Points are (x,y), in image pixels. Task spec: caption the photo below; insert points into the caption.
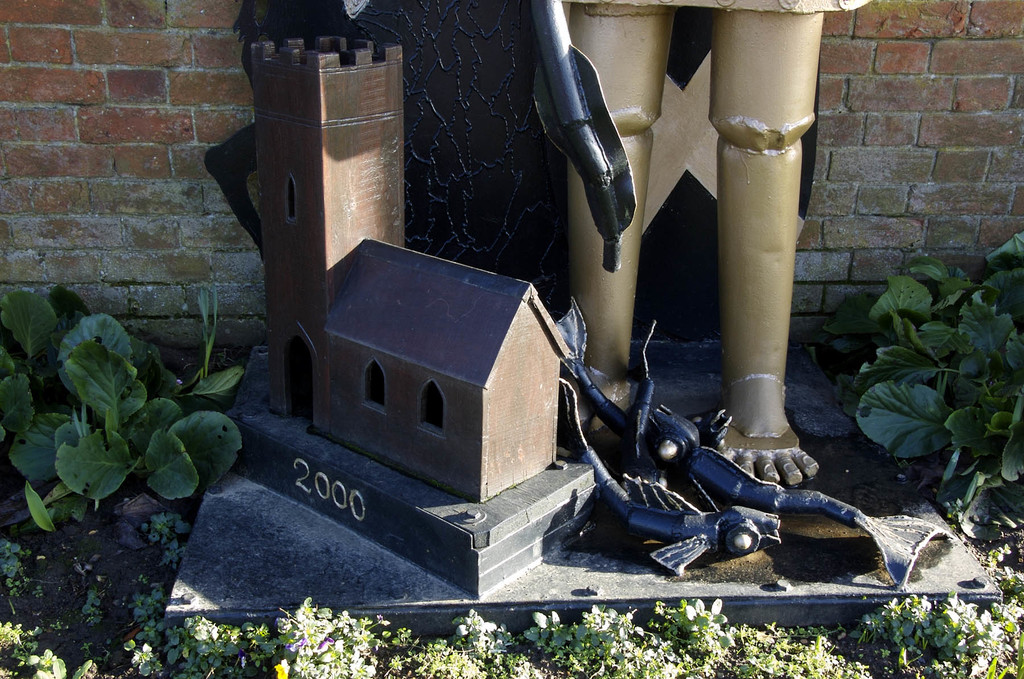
In this image we can see a sculpture (464,490) on the ground (72,563). In the background (149,263) there are walls (149,263) and plants (895,354).
